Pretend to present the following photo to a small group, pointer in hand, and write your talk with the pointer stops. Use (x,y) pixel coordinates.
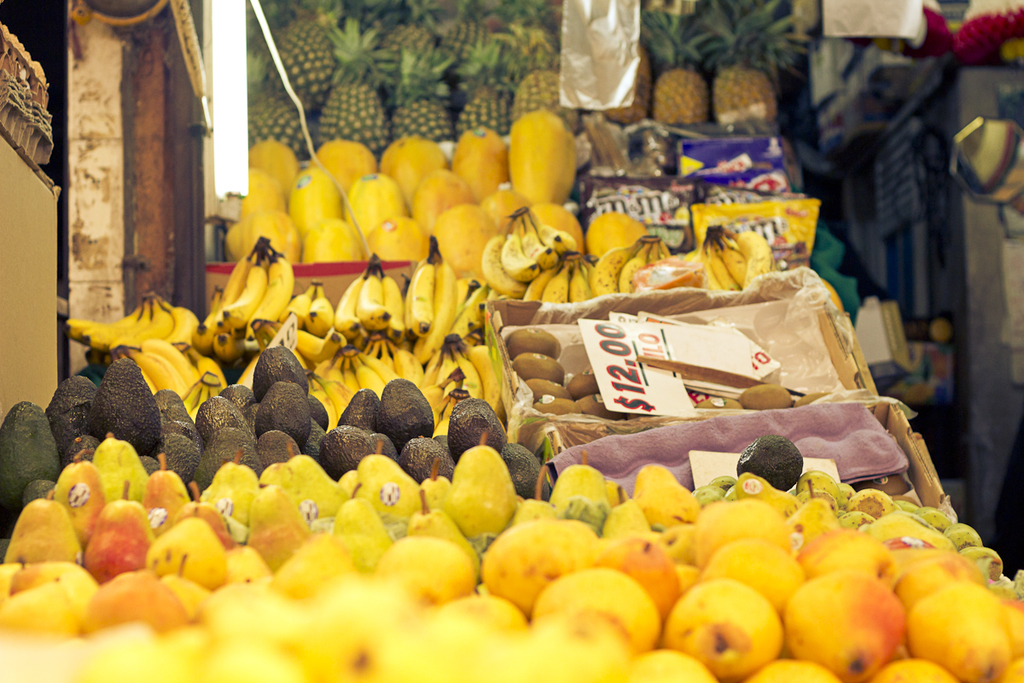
In this image we can see fruits (343,417) in baskets (501,355).
